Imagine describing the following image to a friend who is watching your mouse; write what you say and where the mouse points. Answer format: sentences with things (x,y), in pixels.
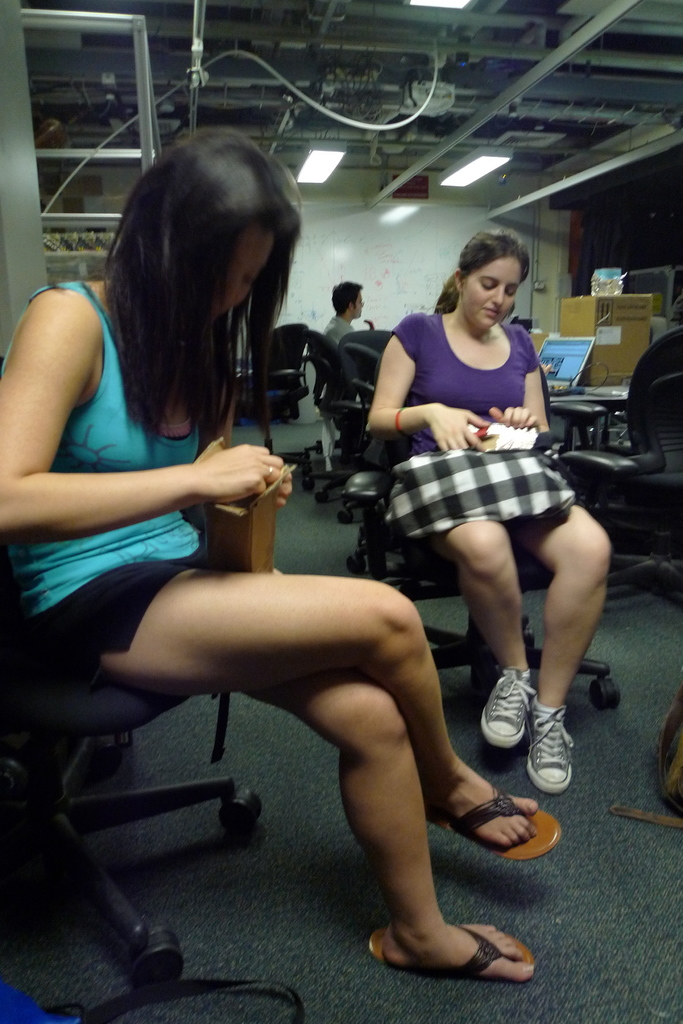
In this picture I can see couple of woman (453,319) seated on the chairs (383,547) and i can see a woman (225,461) holding a box (228,530) in her hand (237,491) and i can see a laptop (555,372) on the table (624,391) and few carton boxes (613,338) and a man (342,313) seated on the chair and few lights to the ceiling (396,25).
